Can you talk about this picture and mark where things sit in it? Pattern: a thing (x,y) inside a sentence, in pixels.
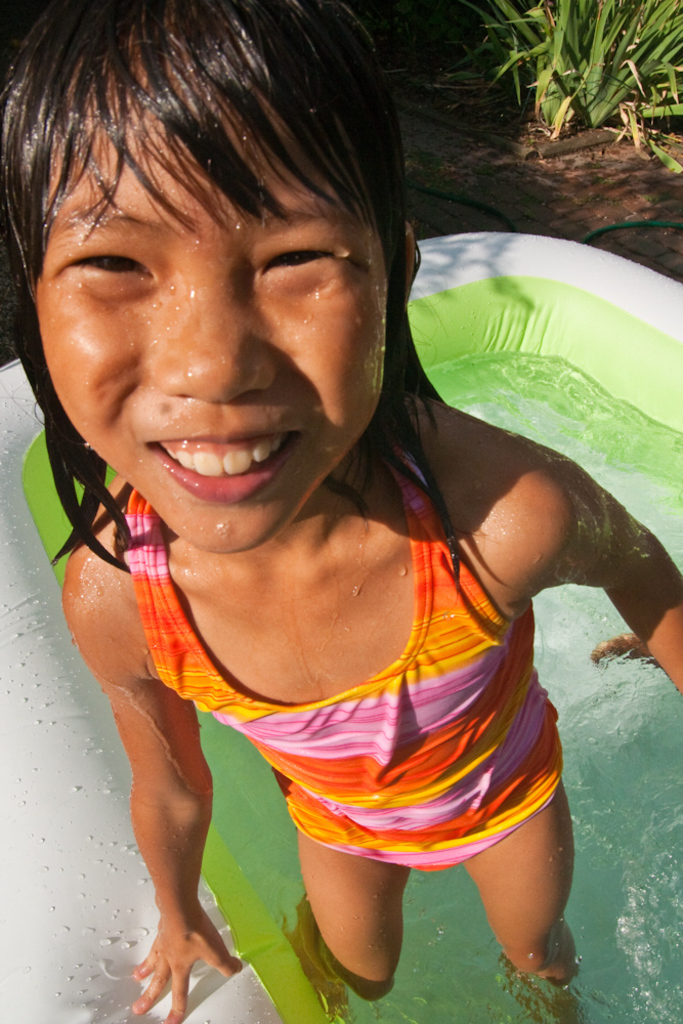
In this image I can see a girl (312,472) is standing and I can see she is wearing swimming costume (301,830). In the background (591,372) I can see water tub (42,528) and in it I can see water (641,801). On the top right side of this image (667,9) I can see a plant (547,110).
